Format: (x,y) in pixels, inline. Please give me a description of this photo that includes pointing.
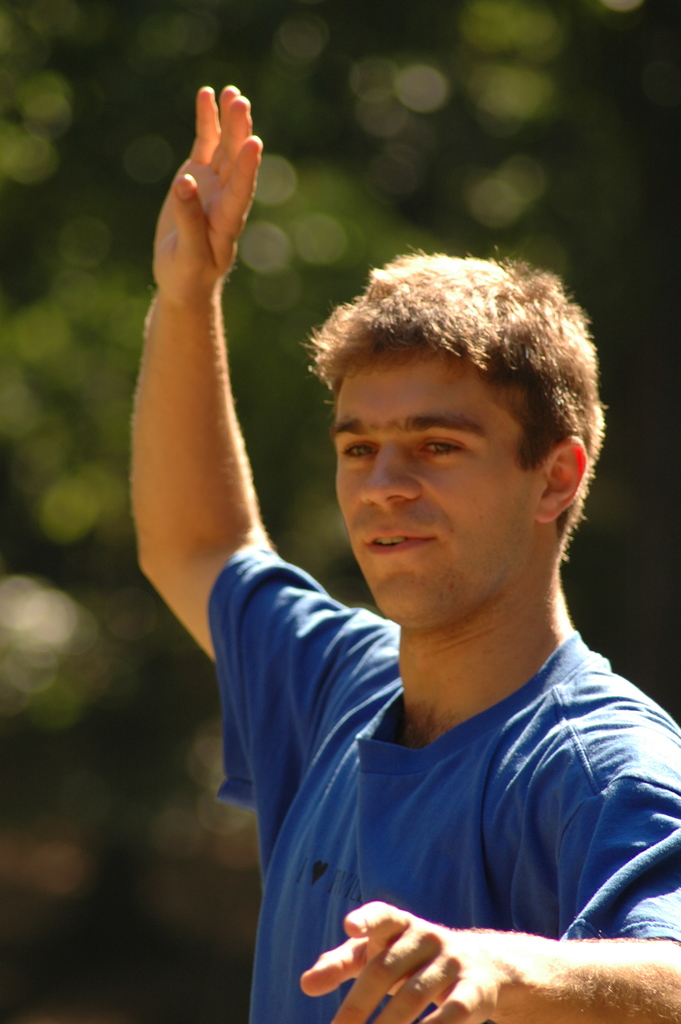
In this picture we can see the man (474,834) wearing a blue t-shirt (420,805) standing in the front (370,702). Behind there is a green blur background (382,93).
